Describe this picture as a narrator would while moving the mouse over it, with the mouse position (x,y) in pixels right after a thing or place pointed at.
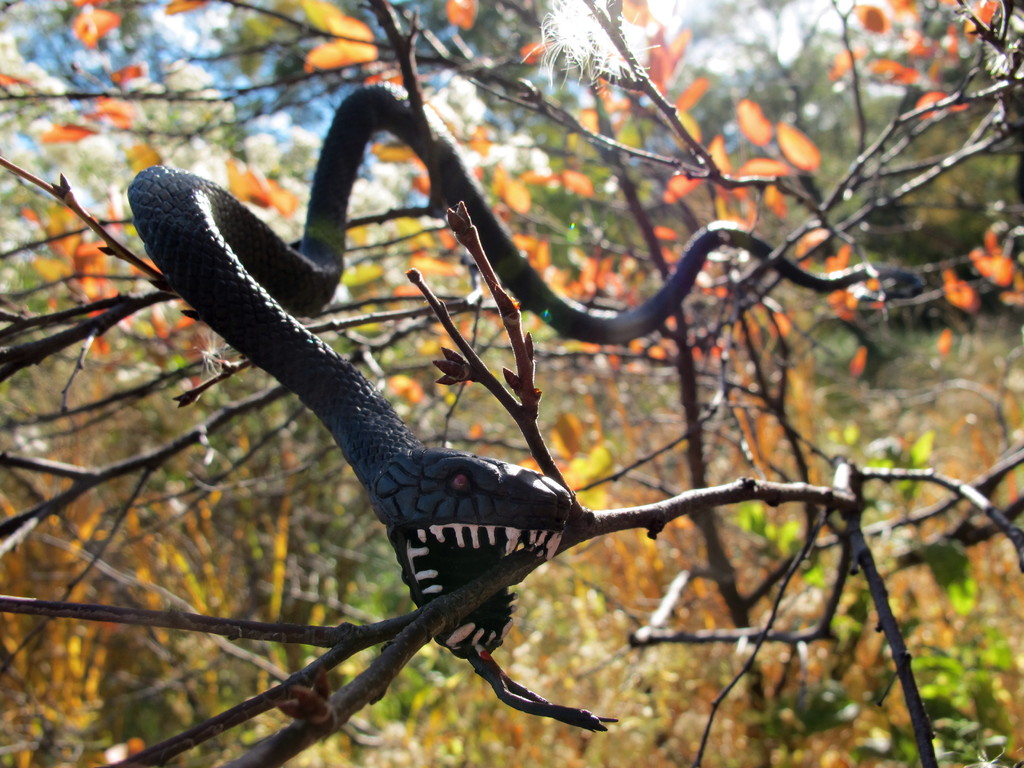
In this image there is a snake (405,475) on a tree (718,501). There are leaves (801,143) on the tree (778,134). At the top (314,112) there is the sky (728,29). The snake (243,258) seems to be a toy (480,546).
